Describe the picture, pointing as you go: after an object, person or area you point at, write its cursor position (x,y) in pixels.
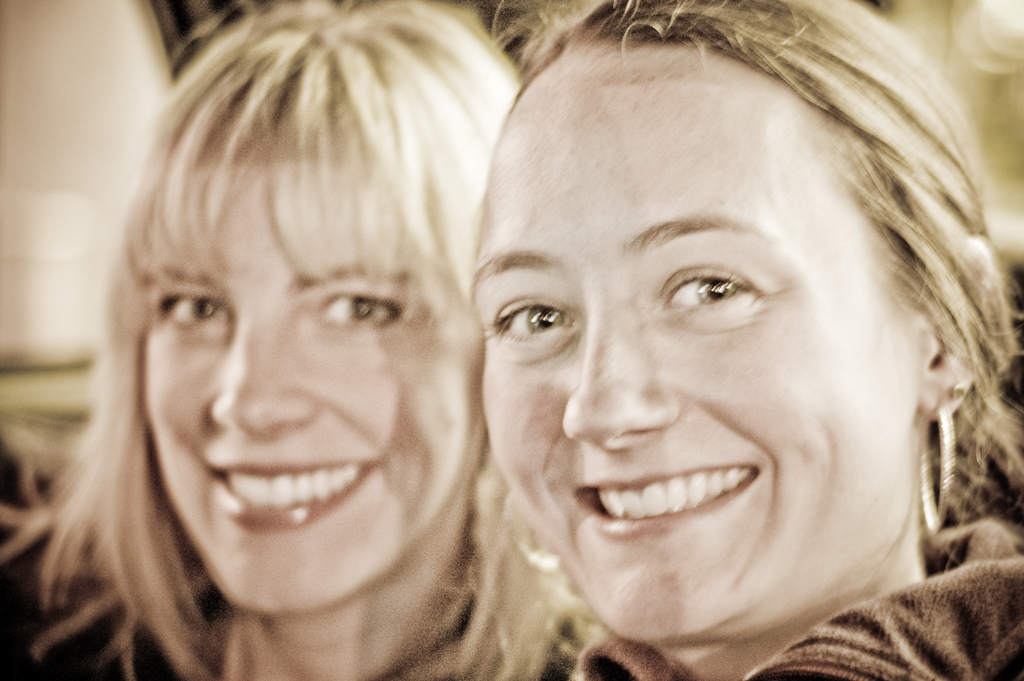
In this image we can see two women (457,567) with smiling faces (669,619), one white object (89,218) on the top left side of the image (79,102) and the background (17,90) is blurred.
